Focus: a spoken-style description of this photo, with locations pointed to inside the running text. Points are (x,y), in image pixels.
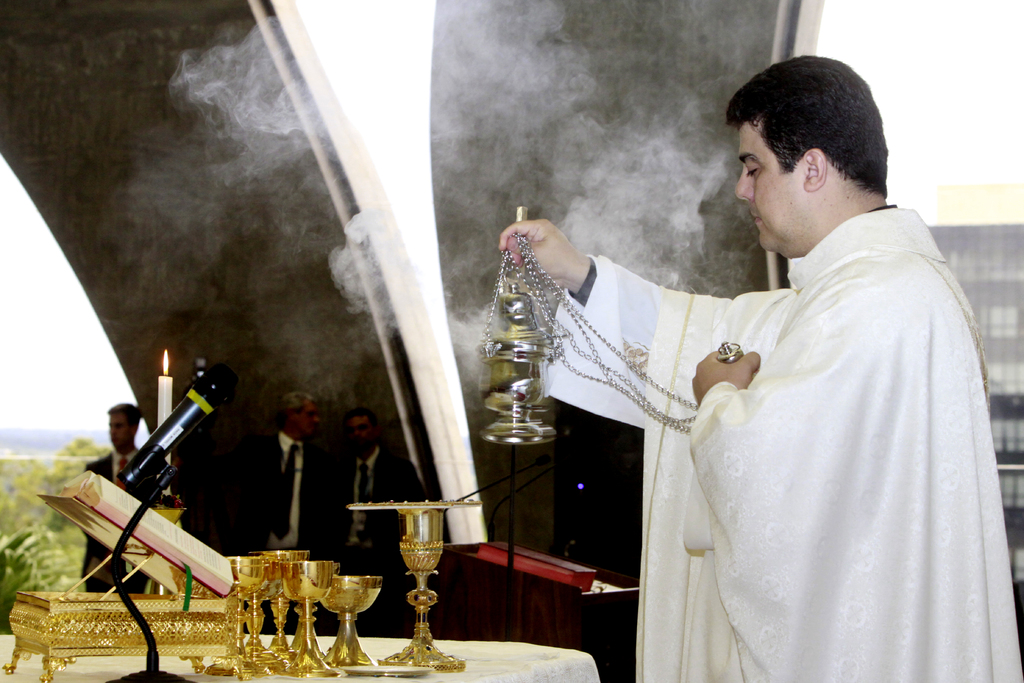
In this picture we can see a man (816,490) in the white dress (816,490) is holding an object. In front of the man (702,635) there is a table (586,667) and on the table (466,682) there is a book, microphone (134,480) with stand (119,547) and other items (257,603). Behind the table (529,679) there are some people (261,509) standing, trees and smoke (458,285).
